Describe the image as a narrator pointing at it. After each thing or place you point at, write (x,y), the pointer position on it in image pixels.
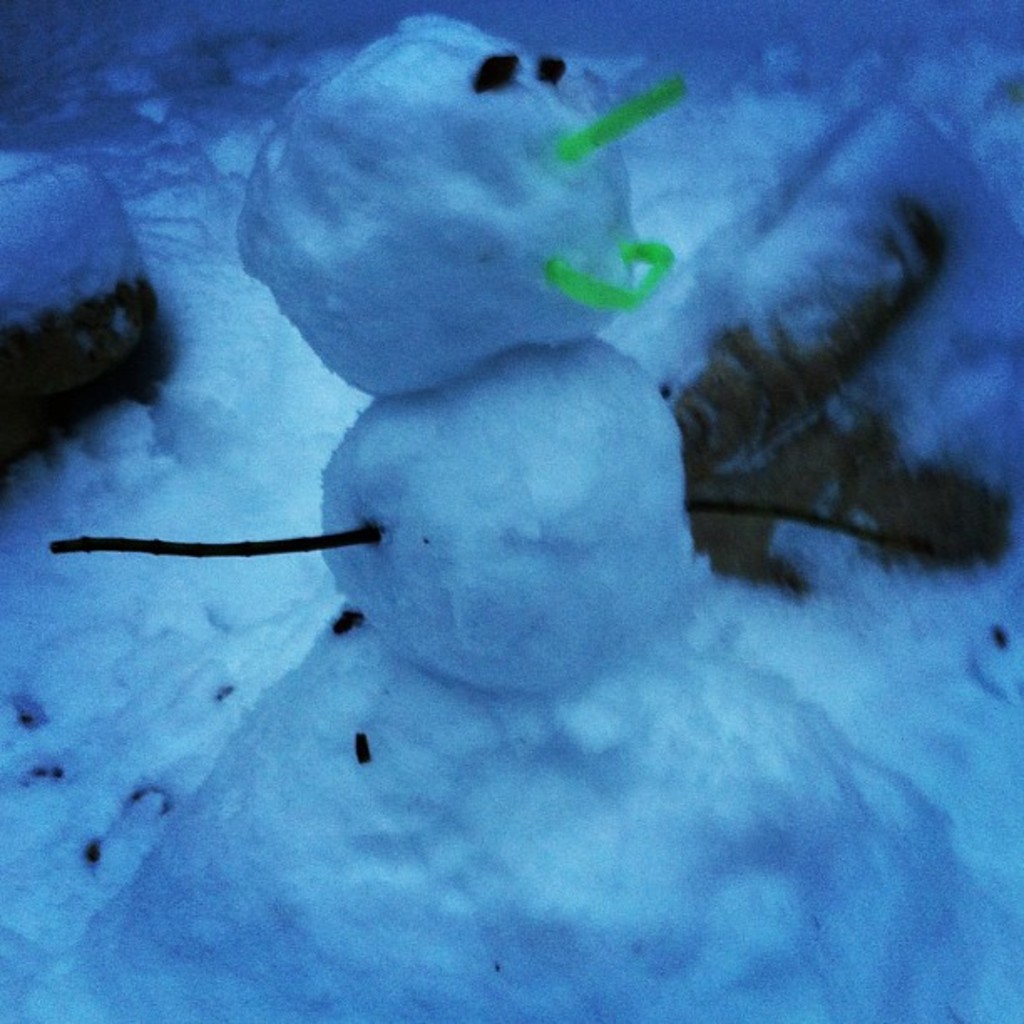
In this image I see the white snow (893,147) and I see a snowman (495,280) over here.
